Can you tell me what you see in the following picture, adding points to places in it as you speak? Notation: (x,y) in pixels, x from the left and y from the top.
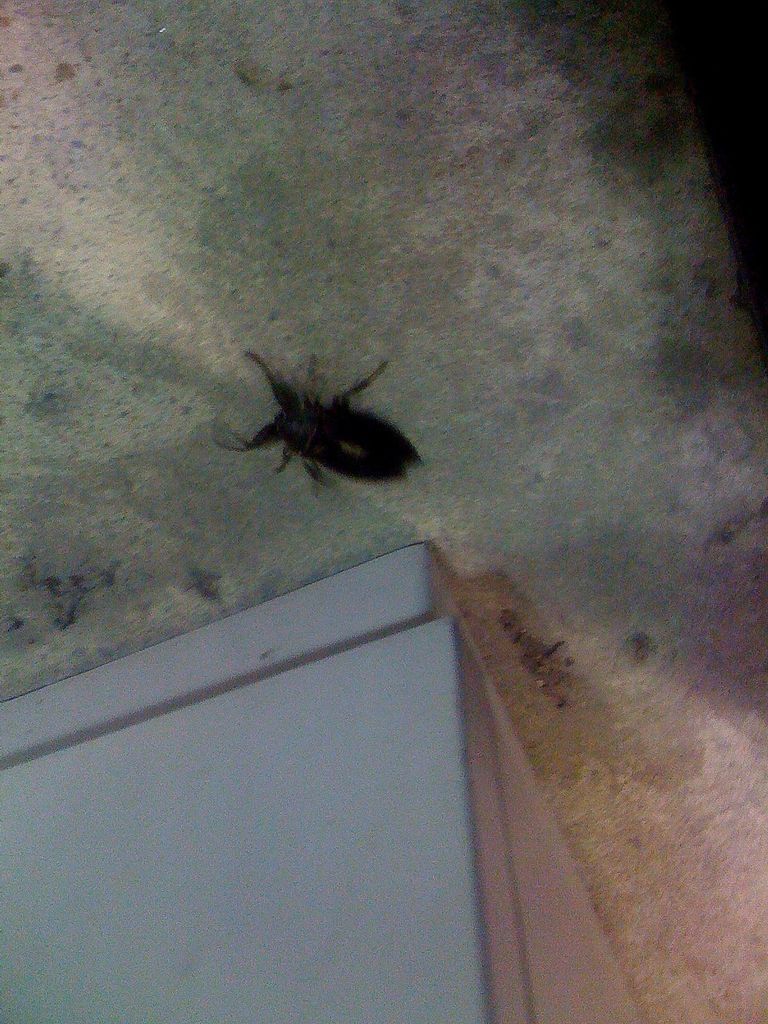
In this picture we can see an insect (296,422) and a white object (328,733).
